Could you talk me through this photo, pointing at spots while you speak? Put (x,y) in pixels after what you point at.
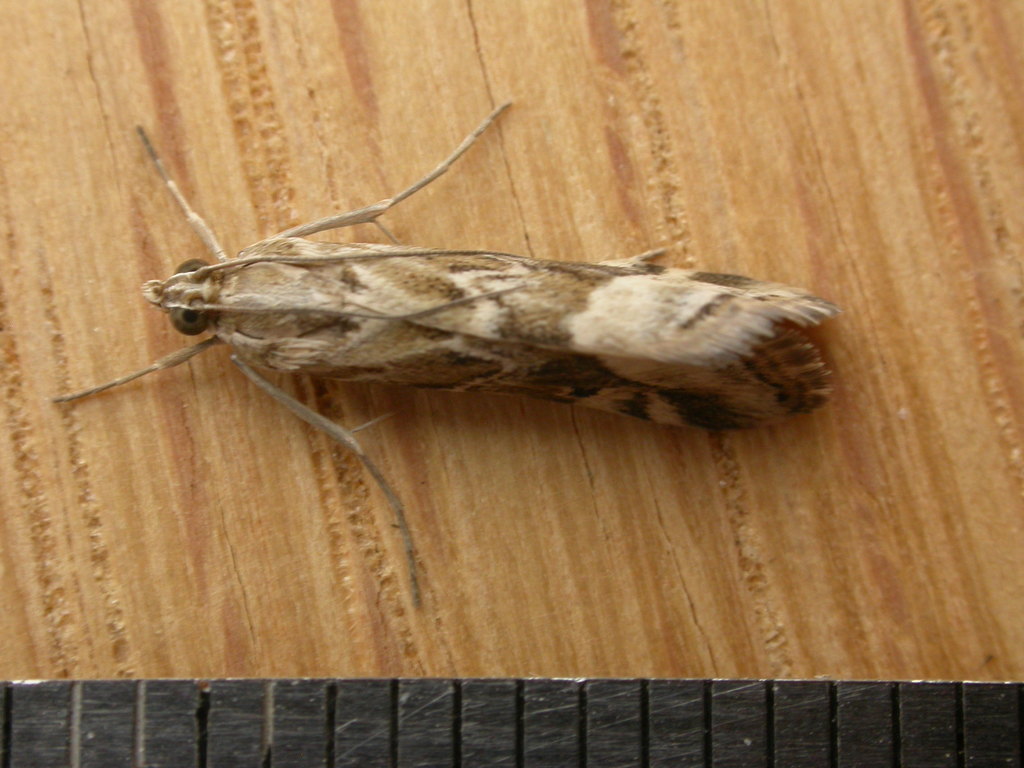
This image consists of an insect (485,358) in brown color. It is on the table (665,627).
